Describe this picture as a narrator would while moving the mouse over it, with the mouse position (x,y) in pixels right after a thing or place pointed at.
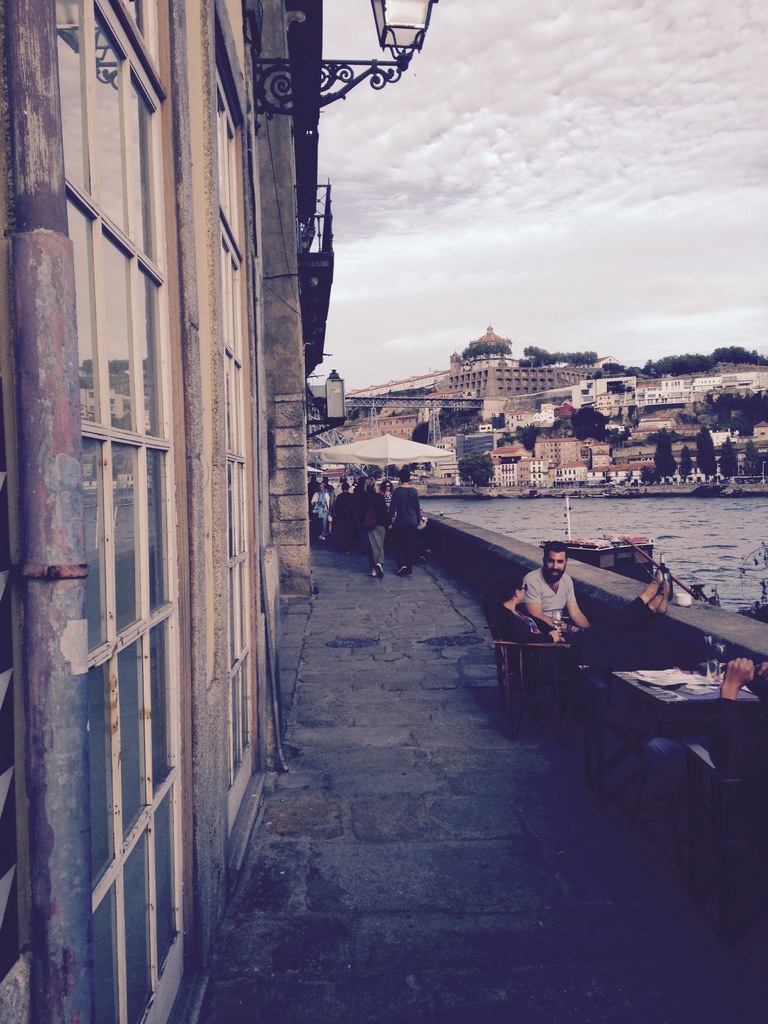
In this image I see number of buildings (492,403) and I see few trees (729,408) and I see the water (526,522) over here and I see number of people (388,513) in which these 2 persons (505,601) are sitting and I see a table (699,668) over here on which there are few things (708,675) on it and I see another person (727,678) over here and I see the path (440,752). In the background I see the sky (734,17).
